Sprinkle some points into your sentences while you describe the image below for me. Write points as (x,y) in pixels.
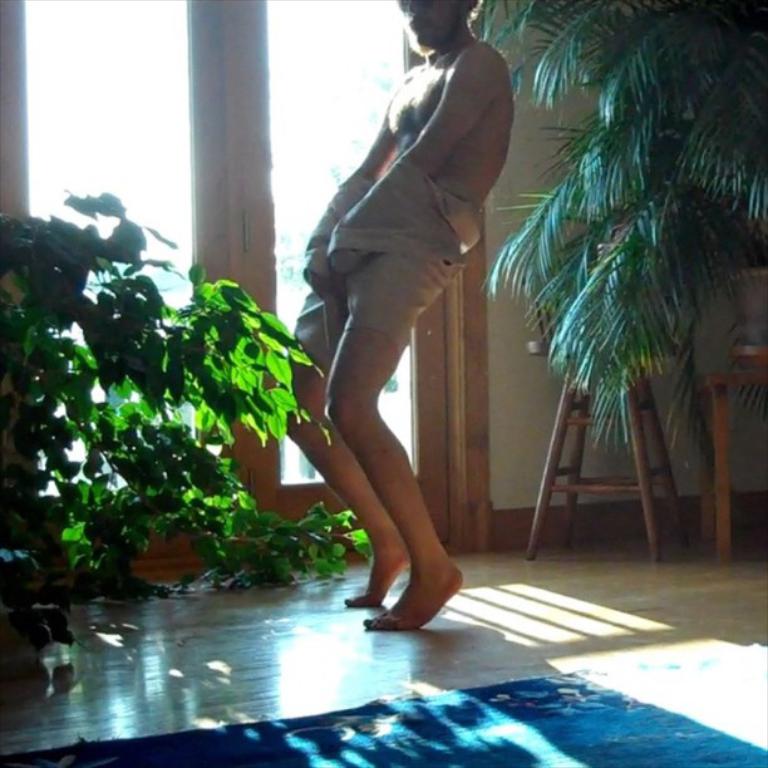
In this image we can see a person (339,382) is standing on a wooden floor (347,614). Here we can see a mat (268,721), plants (14,433), wooden stool (575,435), table (727,393) and glass doors (268,150) in the background (201,46).
